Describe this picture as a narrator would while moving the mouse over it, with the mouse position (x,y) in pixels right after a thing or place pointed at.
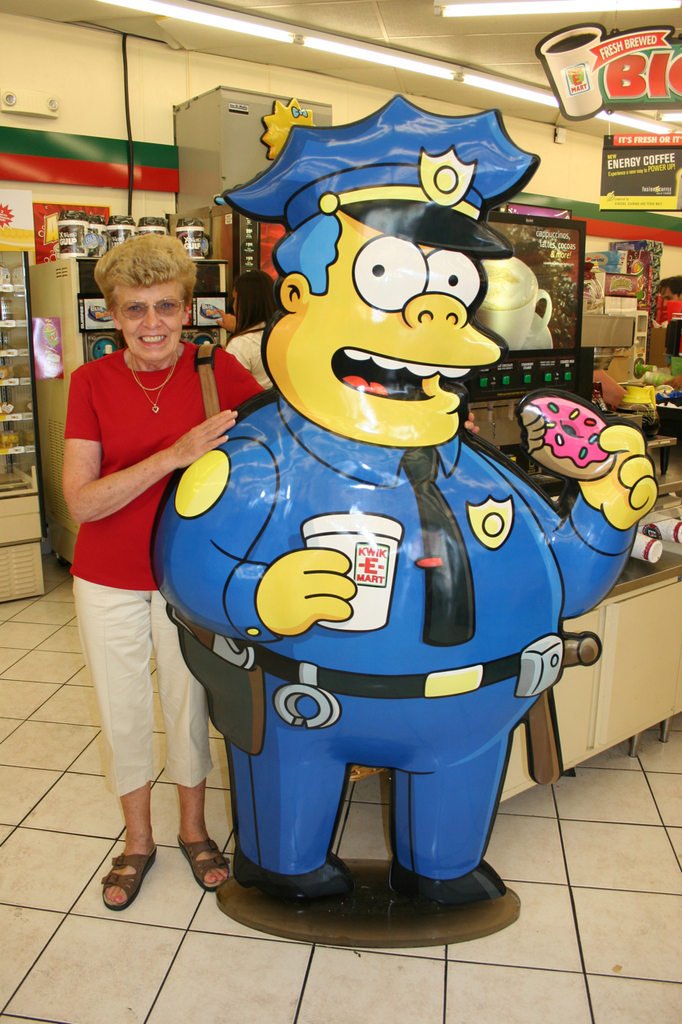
In this image, we can see two persons (181,401) wearing clothes (187,423). There are display cabinets (60,392) on the left side of the image (29,565). There is a table (638,594) on the right side of the image (638,594). There is a cutout (454,638) in the middle of the image (328,555). There are lights (239,31) at the top of the image (252,32).
